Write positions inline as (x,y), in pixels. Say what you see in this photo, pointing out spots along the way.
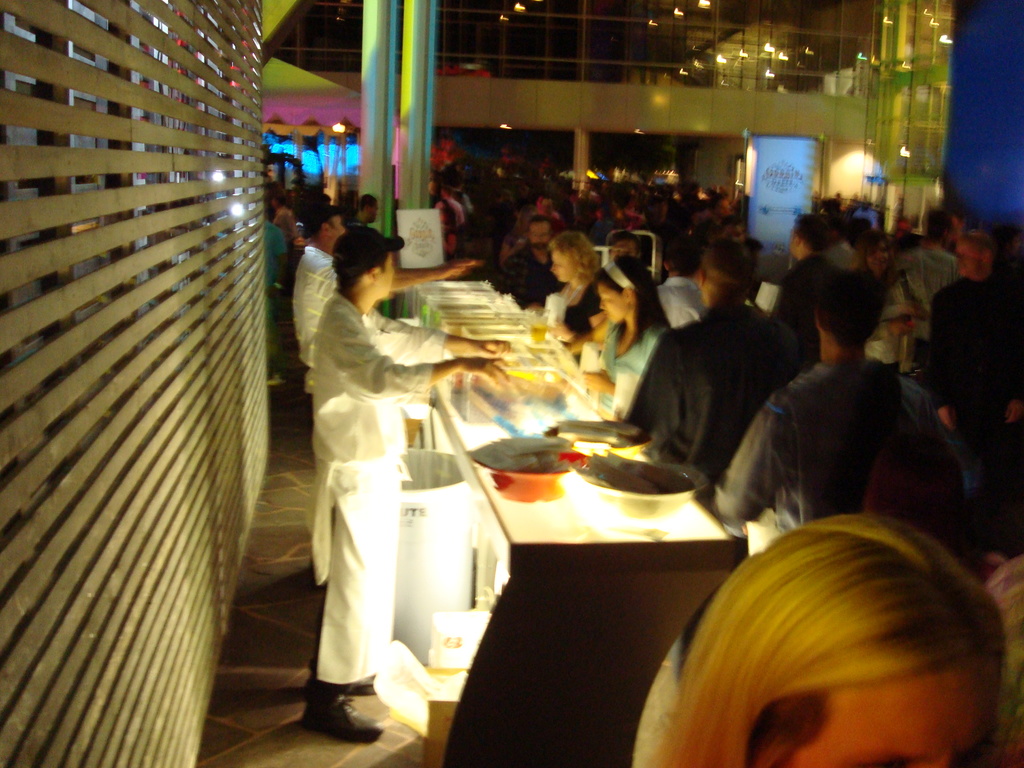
This image consists of so many people (610,357), lights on the top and there is a table (560,659) on which there are bowls (583,477) and people (469,359) are on both sides of table (597,525). There is a pillar (412,102) in the middle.
